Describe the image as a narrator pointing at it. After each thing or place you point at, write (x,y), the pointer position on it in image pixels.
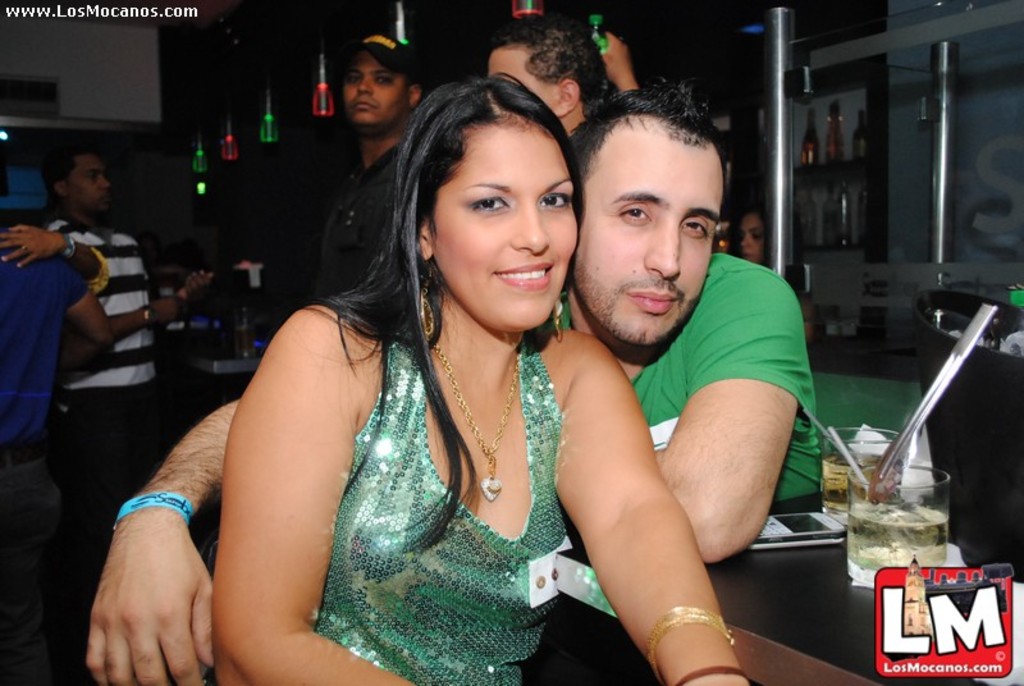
in this image we can see a man (581,299) and woman (558,540) is sitting and they are wearing green color dress (472,527). Right side of the image (789,605) table (795,597) is there, on table (757,600) mobile (834,541) and glasses (864,490) are there. Background of the image (45,274) people (521,70) are standing and in rack (861,172) bottles (835,142) are present.
